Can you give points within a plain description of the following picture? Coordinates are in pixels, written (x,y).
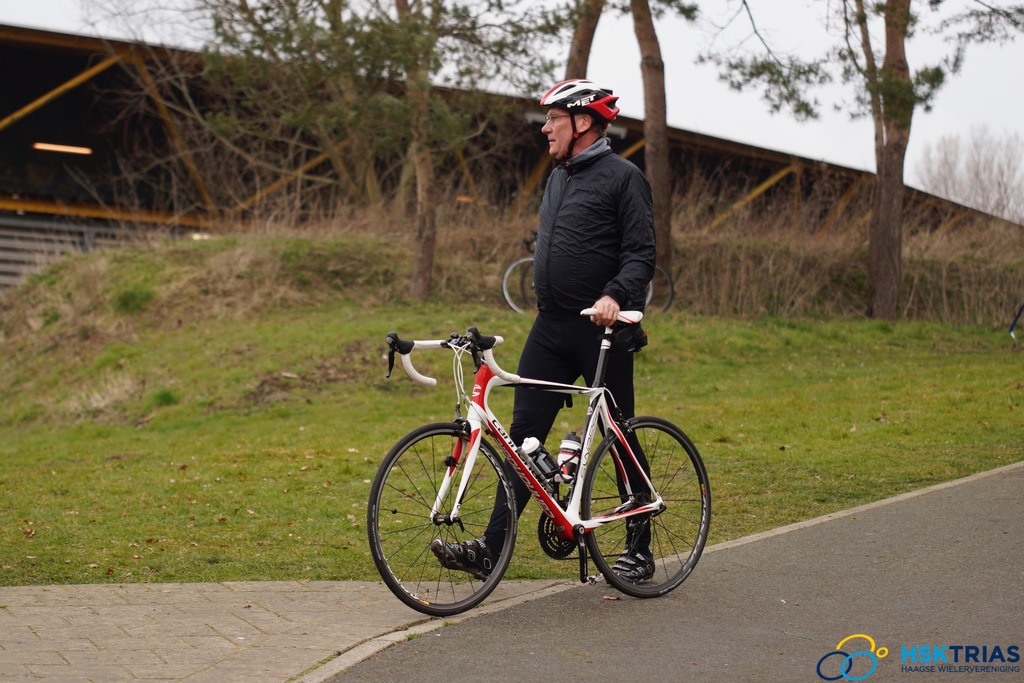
In this image, in the middle (593,252), we can see a man (570,161) wearing a black color dress (577,192) is holding a bicycle seat (619,310) in his hand (619,310). In the background (393,191), we can see some trees (432,139) and plants (800,194). In the background (772,182), we can also see a wall (817,170). At the top (711,27), we can see a sky (720,33), at the bottom (457,652), we can see some plants (792,314), grass (964,420) and a road (703,609).
